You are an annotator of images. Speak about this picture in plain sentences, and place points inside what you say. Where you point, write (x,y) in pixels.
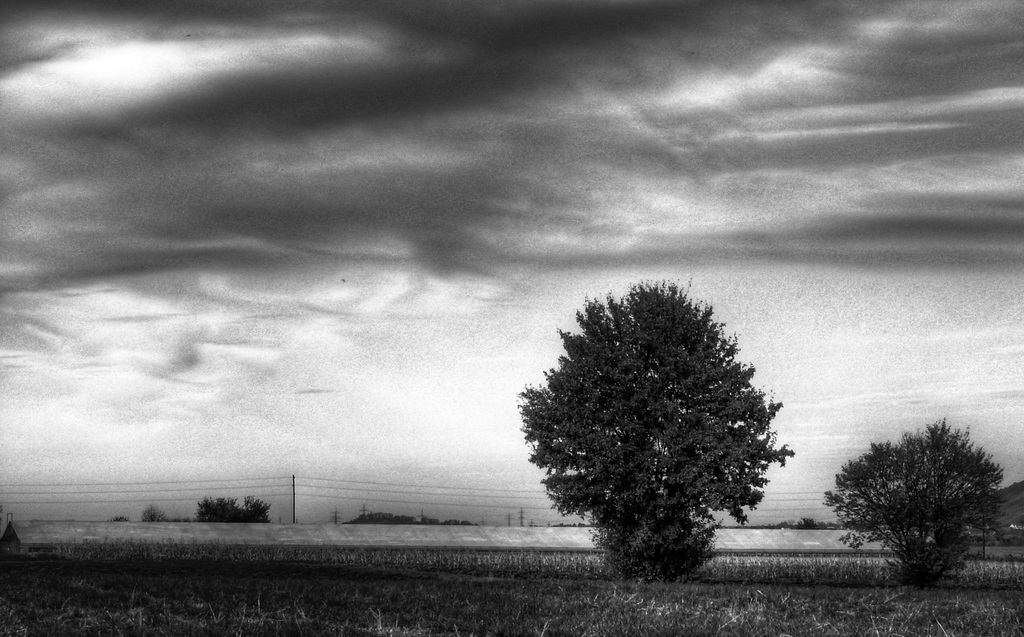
This is a black and white image, there are a few trees (695,496), poles (294,486), wires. We can see the ground (326,621) with some grass (758,597). We can see the sky (340,287) with clouds (651,61).
